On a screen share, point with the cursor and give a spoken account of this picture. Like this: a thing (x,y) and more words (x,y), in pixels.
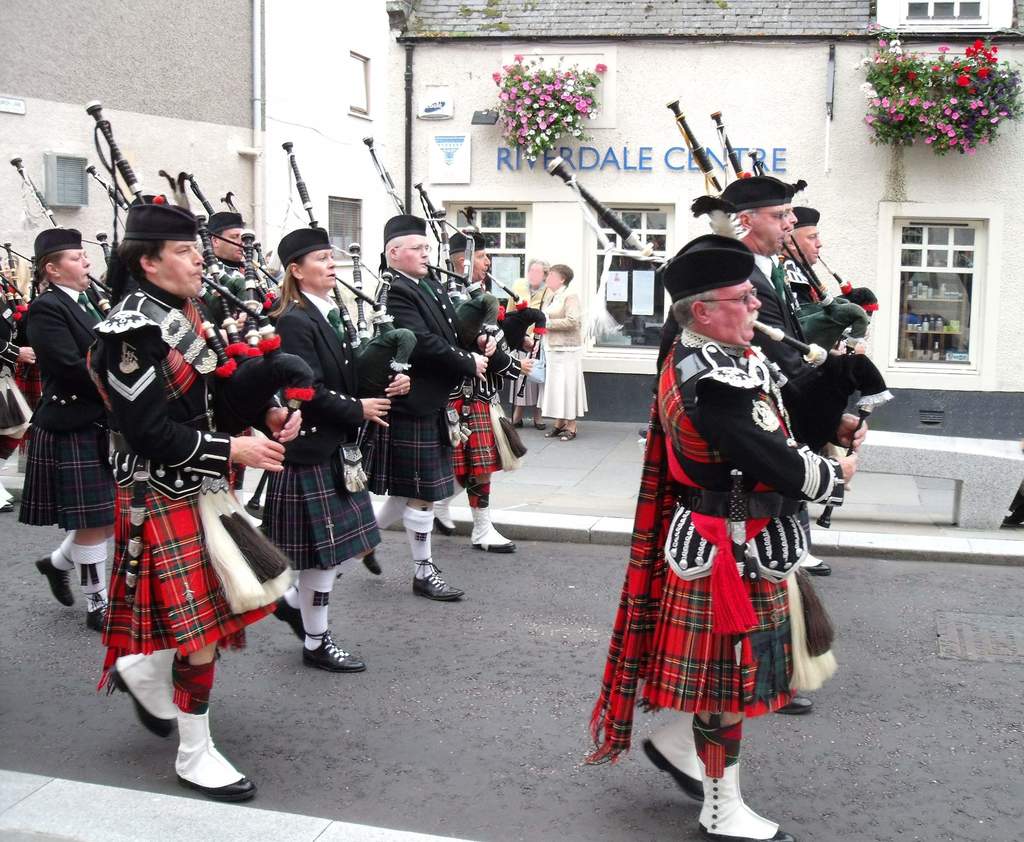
In this picture we can observe some people (62,519) walking on the road (495,614). All of them are wearing black and red color dresses (44,341) and caps (34,254) on their heads (165,285). There are men (177,400) and women (332,486) in this picture. They are playing musical instruments (272,351) holding in their hands (494,340). We can observe plants (559,80) on the wall (647,95) of this building (475,113). In the background (241,105) we can observe a building (260,138).
